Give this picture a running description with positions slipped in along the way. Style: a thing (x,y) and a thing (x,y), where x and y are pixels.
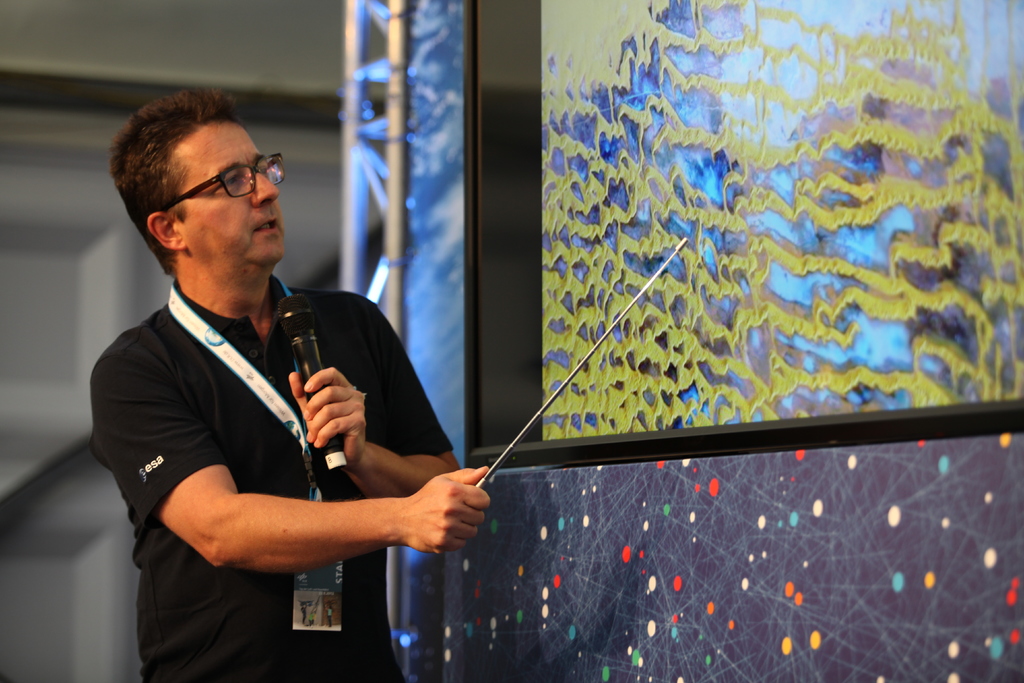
On the left side of the image (214,459) we can see one person (265,450) standing and he is holding a stick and a microphone (328,459). And we can see he is wearing glasses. In front of him, we can see one screen (615,229), banner (840,579), pole type structure (404,128), wall (33,203) and a few other objects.
